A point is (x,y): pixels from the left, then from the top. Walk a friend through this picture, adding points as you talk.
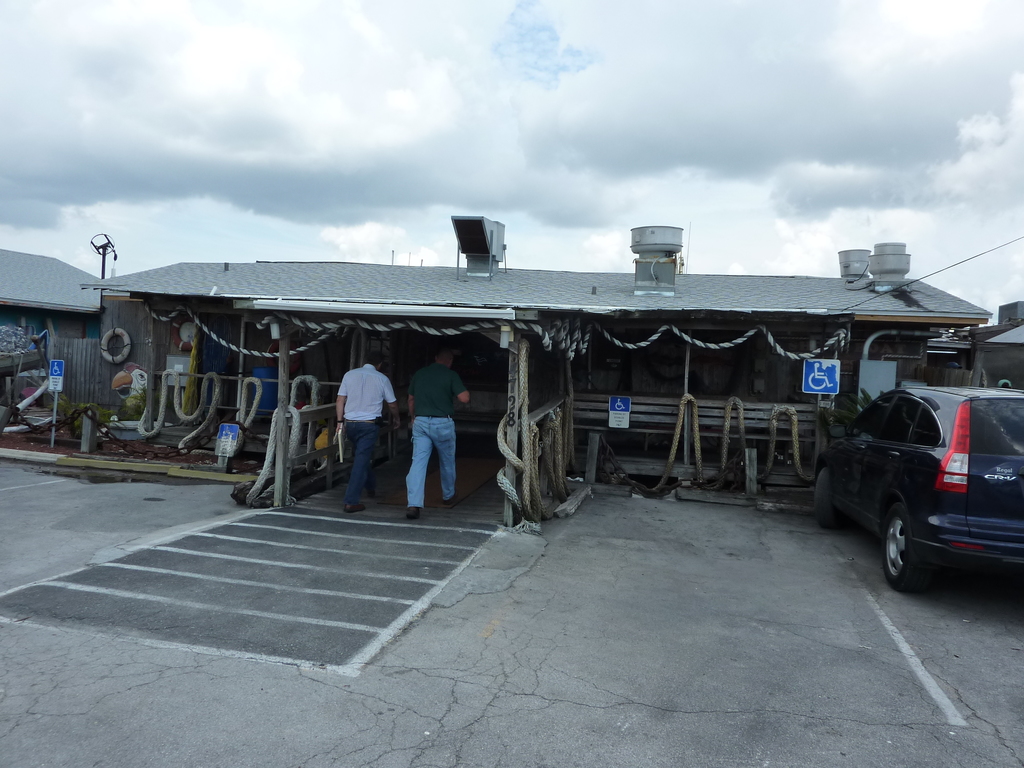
In this image I can see two men (343,415) are walking in the centre (426,385). On the right side of this image (883,435) I can see a black colour car (876,500). In the background (459,450) I can see few buildings (10,253), few boards (611,413), wires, clouds (577,222), the sky (539,241) and on these boards (833,375) I can see something is written.
